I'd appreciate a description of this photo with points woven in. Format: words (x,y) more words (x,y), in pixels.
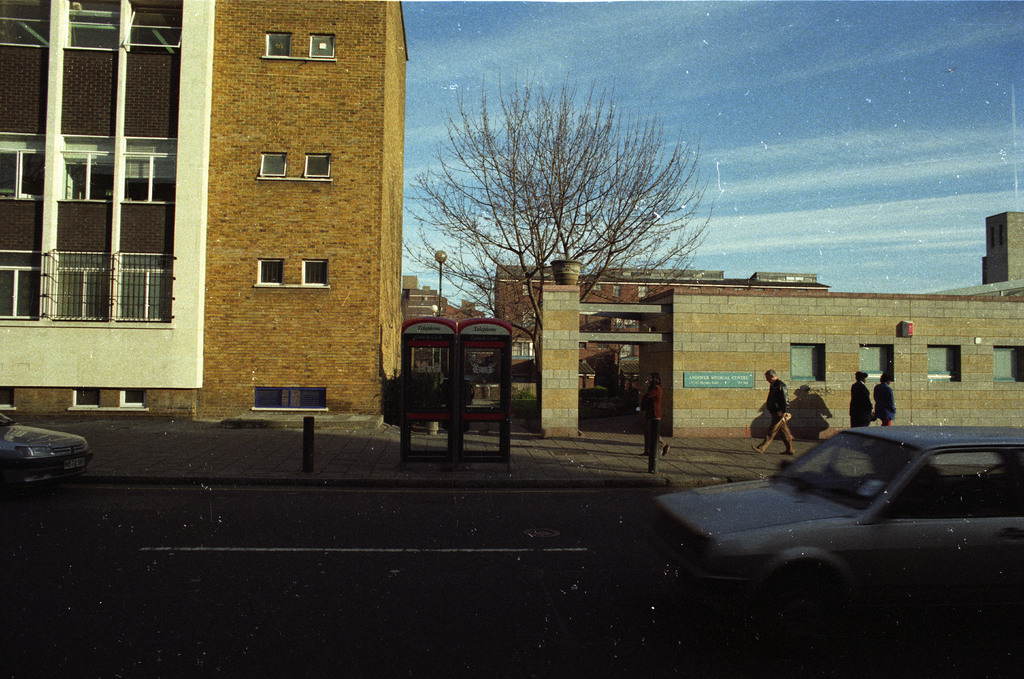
In this picture we can see the brown building (371,331) and dry tree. In the front (692,575) bottom side there are some cars (1001,582) on the road (344,610).
